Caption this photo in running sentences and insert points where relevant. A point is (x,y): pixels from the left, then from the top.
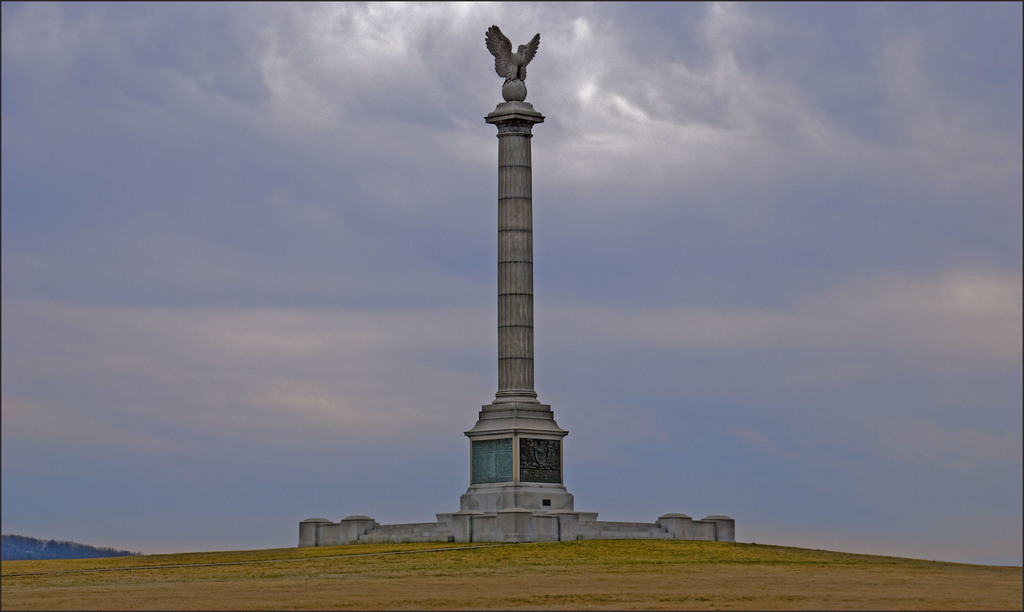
There is statue (527,51) on a pillar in the center of the image (508,219), there is muddy texture (504,547) at the bottom side of the image (500,568), it seems to be there are trees (58,545) in the background (38,551) and there is sky (264,270) in the image.
